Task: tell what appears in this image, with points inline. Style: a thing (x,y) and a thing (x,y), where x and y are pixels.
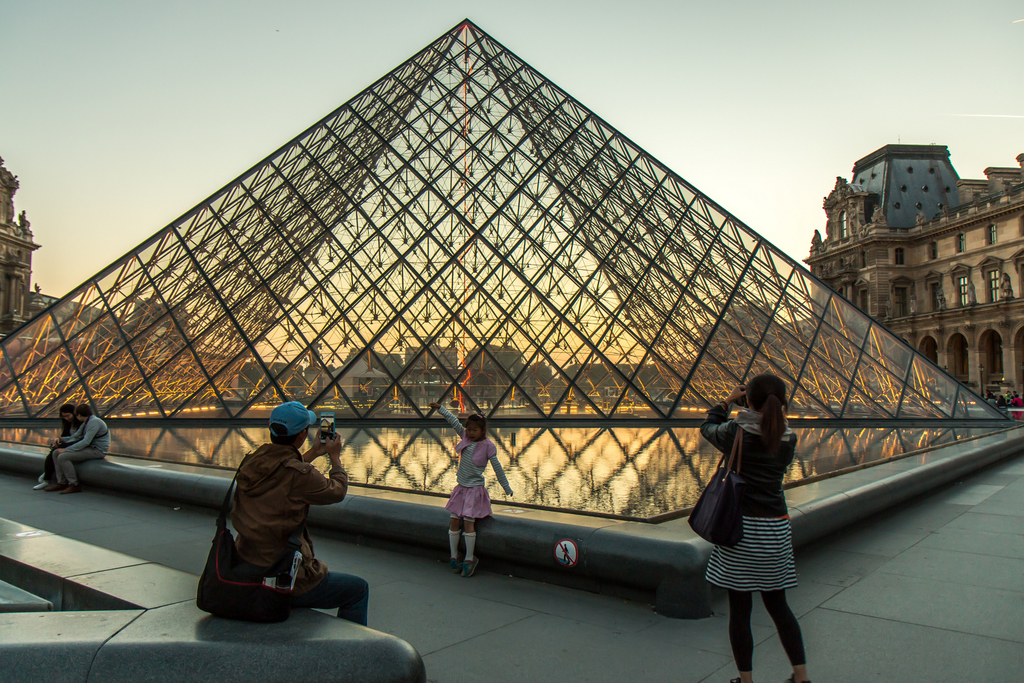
In this image I can see group of people (96,433), some are sitting and some are standing. The person (759,479) in front (754,463) wearing black jacket (748,446), black bag (736,507). Background (561,470) I can see few buildings (369,401), water (570,458), and sky (703,130) is in white color.
